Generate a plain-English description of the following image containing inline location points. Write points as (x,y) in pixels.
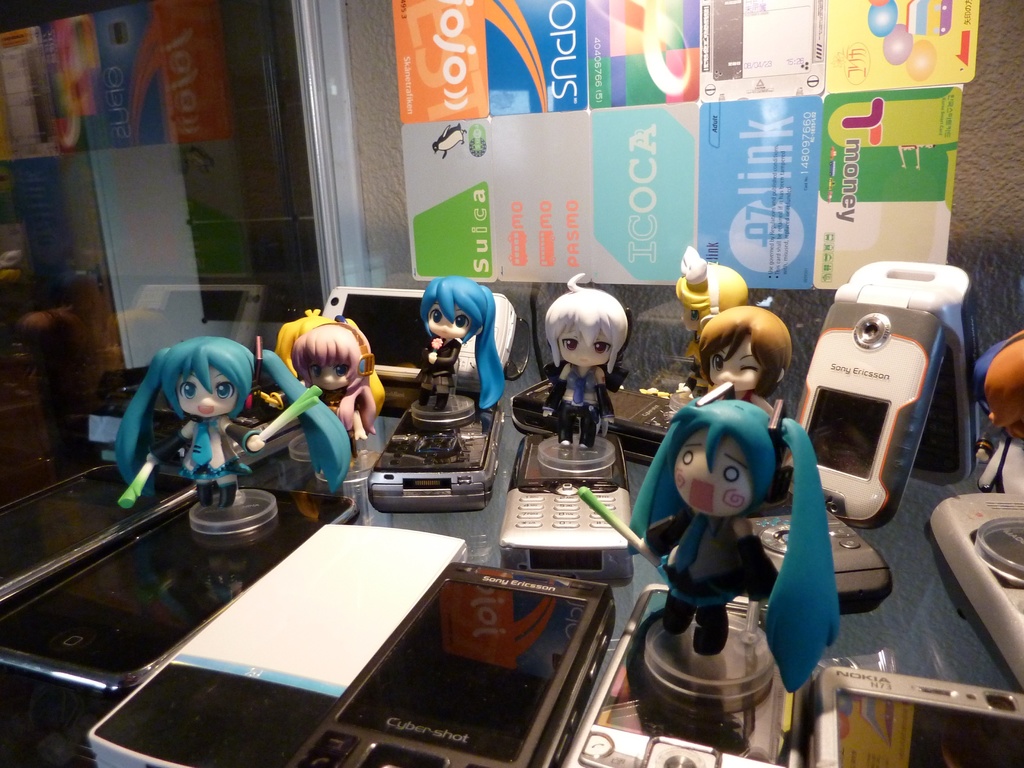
This image consists of many mobiles (445,578) and dolls (712,278) kept on a desk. In the background (537,19), there is a wall (639,107) on which stickers (634,207) are pasted. To the left (116,198), there is a mirror (97,243).
